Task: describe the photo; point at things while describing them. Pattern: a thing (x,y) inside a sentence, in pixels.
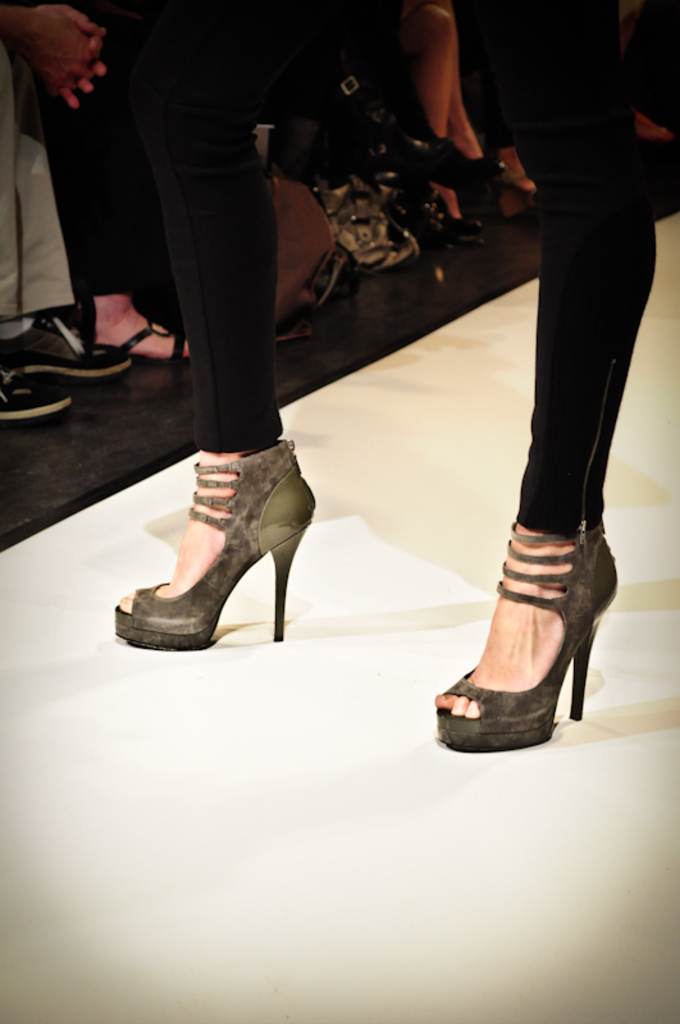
In this picture there are legs (536,409) of a woman (536,409) wearing high heels (297,534) is standing on a white surface (377,621) and there are few other persons (38,118) in the background (342,128).
